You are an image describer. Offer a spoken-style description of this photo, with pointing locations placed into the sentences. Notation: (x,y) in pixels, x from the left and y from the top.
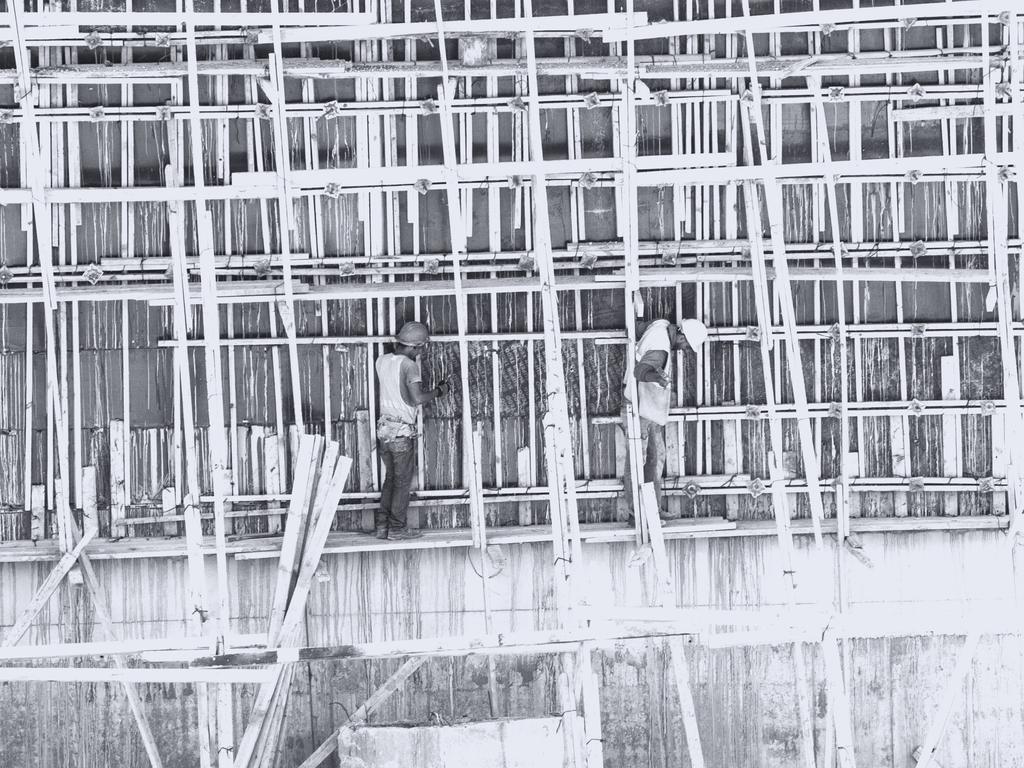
It looks like a black and white picture. We can see there are two people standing on a wooden object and behind the people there are wooden objects (219,375) and a wall (744,396).
